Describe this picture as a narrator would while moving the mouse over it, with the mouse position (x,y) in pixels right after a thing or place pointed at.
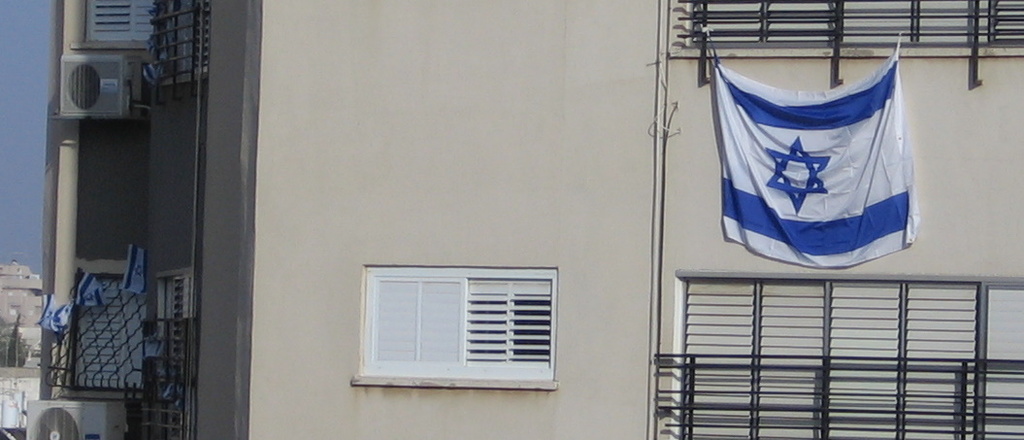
In this image in the front (371,201) there is a wall (323,186) and on the wall (571,192) there is a flag (820,181) hanging and there are railings (765,373) and there is a window (481,334). On the left side (21,292) there are buildings (29,308) and there are trees (15,352) and there are outdoor units (92,105) of air conditioner (119,100) and there are flags (130,278).
